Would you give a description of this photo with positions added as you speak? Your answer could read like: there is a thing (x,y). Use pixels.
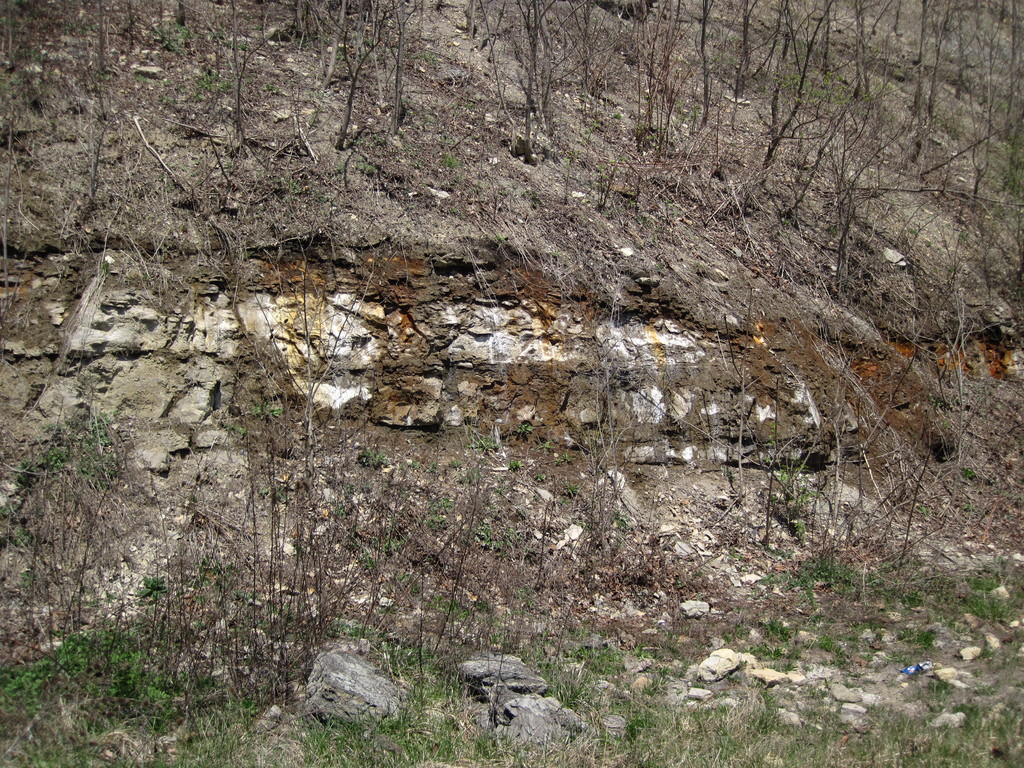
In this image we can see a ground (872,575) on which group of trees (987,221), stones (527,699) are present.
